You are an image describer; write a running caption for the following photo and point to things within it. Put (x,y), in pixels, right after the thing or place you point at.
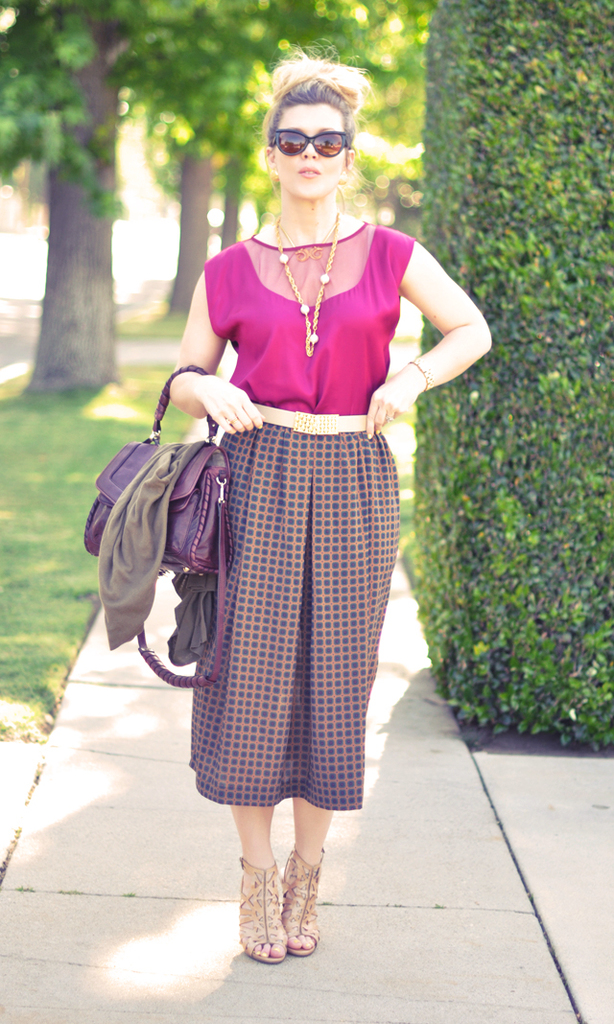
In this image, we can see a woman (299,482) is standing on the walkway (317,982) and wearing bag (188,535) and goggles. Background (470,215) we can see grass (9,558), plants (553,246) and trees (46,362).
